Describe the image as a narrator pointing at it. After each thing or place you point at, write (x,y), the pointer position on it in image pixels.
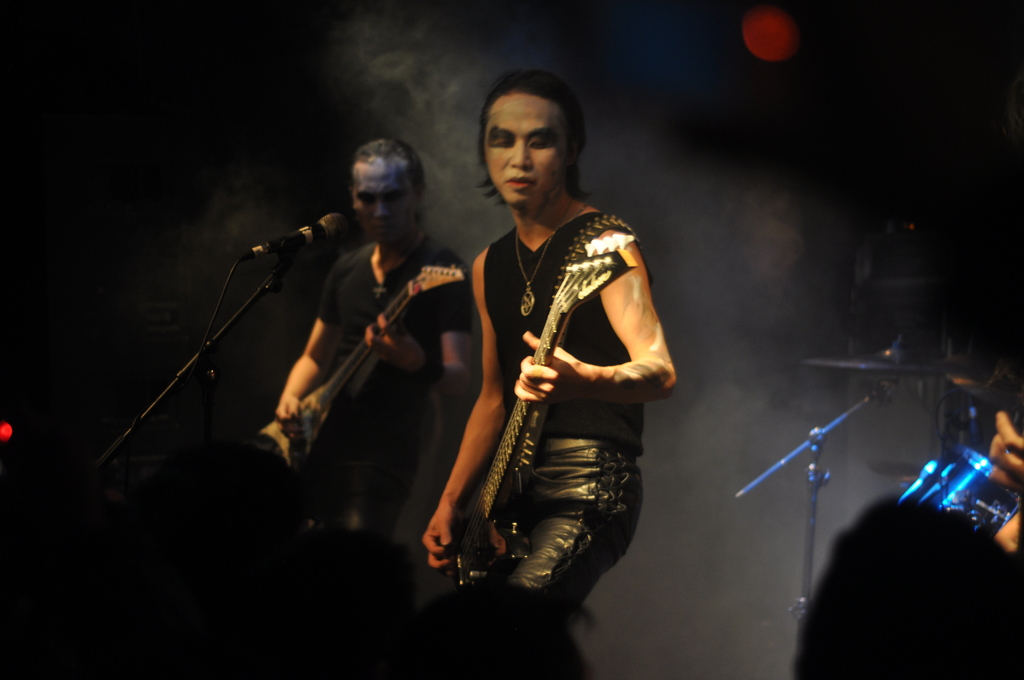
In this image, 2 peoples (485,401) are playing musical instruments (351,367). At the bottom (932,604), we can see human heads (291,575). Here stand (169,389), microphone (328,230), wire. Right side (956,470), there is a musical instrument (949,482).
